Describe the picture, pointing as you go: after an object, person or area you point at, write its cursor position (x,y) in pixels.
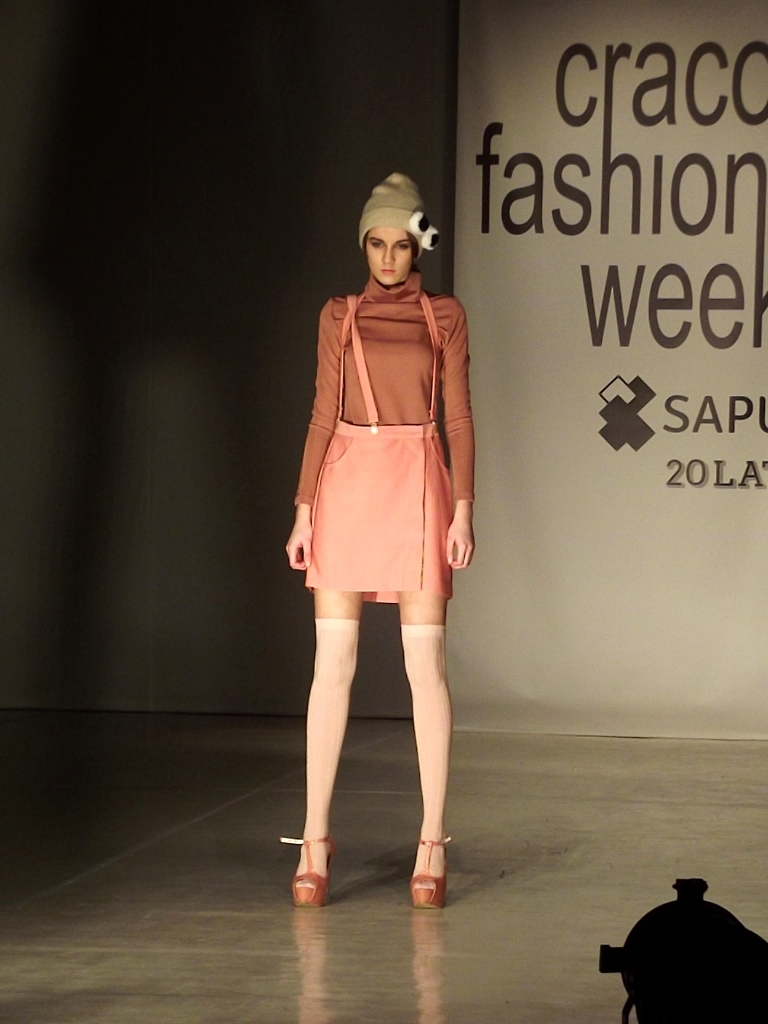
In the center of this picture (383,377) we can see a woman (384,386) standing on the floor (398,941). In the bottom right corner (693,924) we can see an object (670,962). In the background (657,184) we can see the text (700,408) on the banner (552,604).
